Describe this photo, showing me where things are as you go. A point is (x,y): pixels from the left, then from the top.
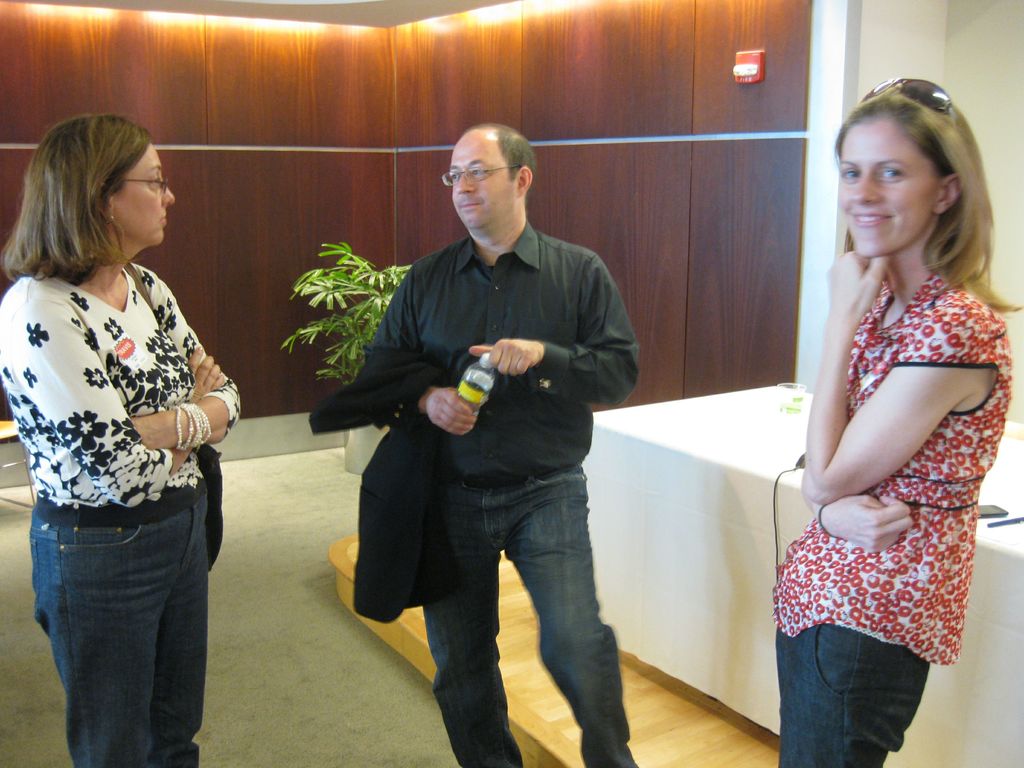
In this image we can see a man (566,432) standing on the floor (636,662) holding a bottle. We can also see two women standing beside him. On the backside (687,397) we can see a table (646,463), a wall (413,241), plant (374,444), roof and ceiling light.
